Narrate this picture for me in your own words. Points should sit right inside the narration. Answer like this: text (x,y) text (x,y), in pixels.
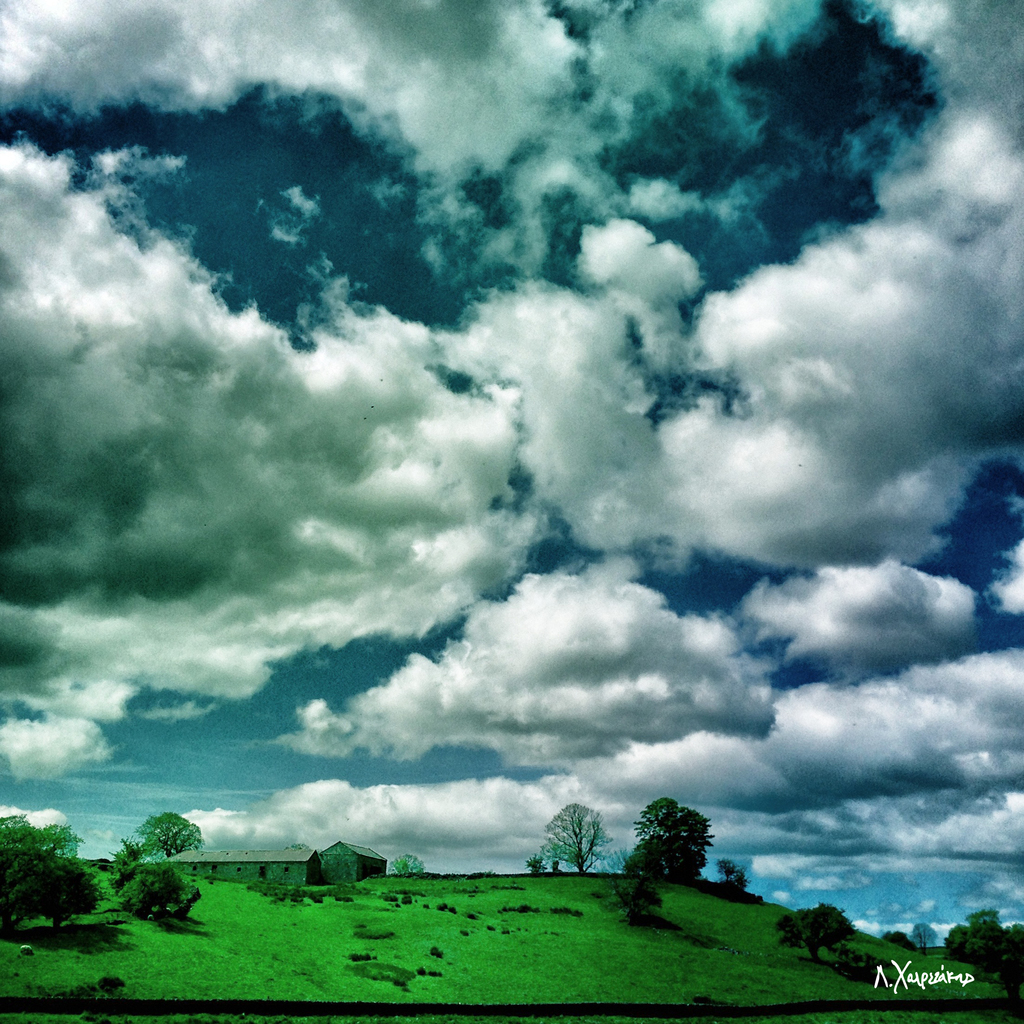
In the image in the center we can see building (187,868), wall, roof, trees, plants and grass (631,964). On the right bottom, we can see watermark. In the background (650,300) there is a sky (522,267) and clouds (497,316).
